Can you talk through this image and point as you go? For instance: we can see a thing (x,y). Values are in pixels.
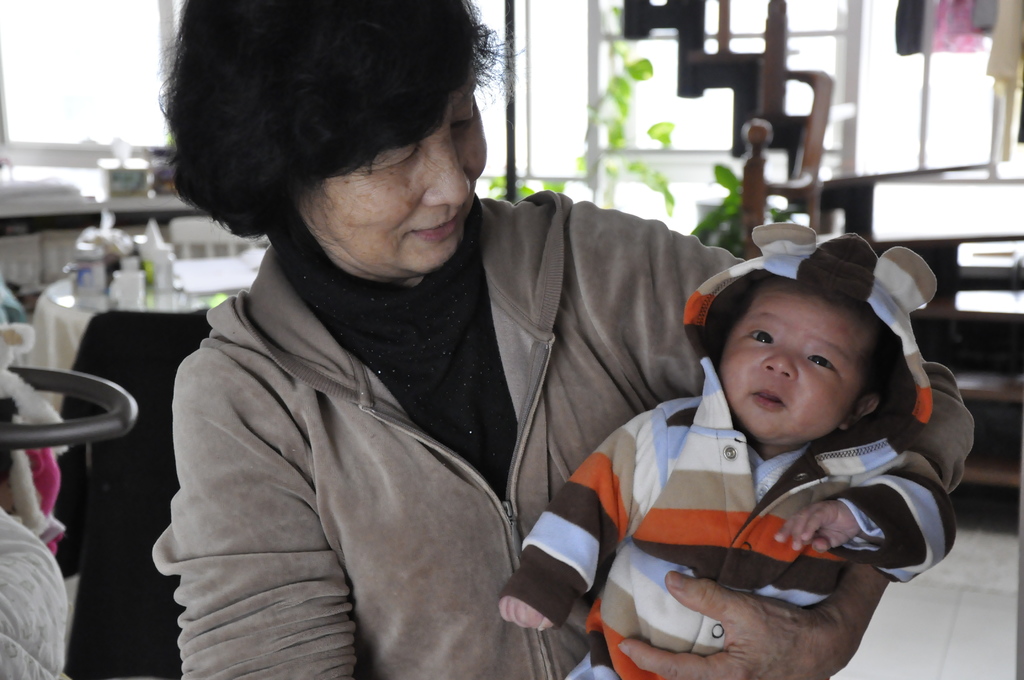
In this picture there is a lady (682,288) in the center of the image (588,398), by holding a baby (724,378) in her hands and there is a table (121,283) and windows (28,63) in the background area of the image (605,139).
